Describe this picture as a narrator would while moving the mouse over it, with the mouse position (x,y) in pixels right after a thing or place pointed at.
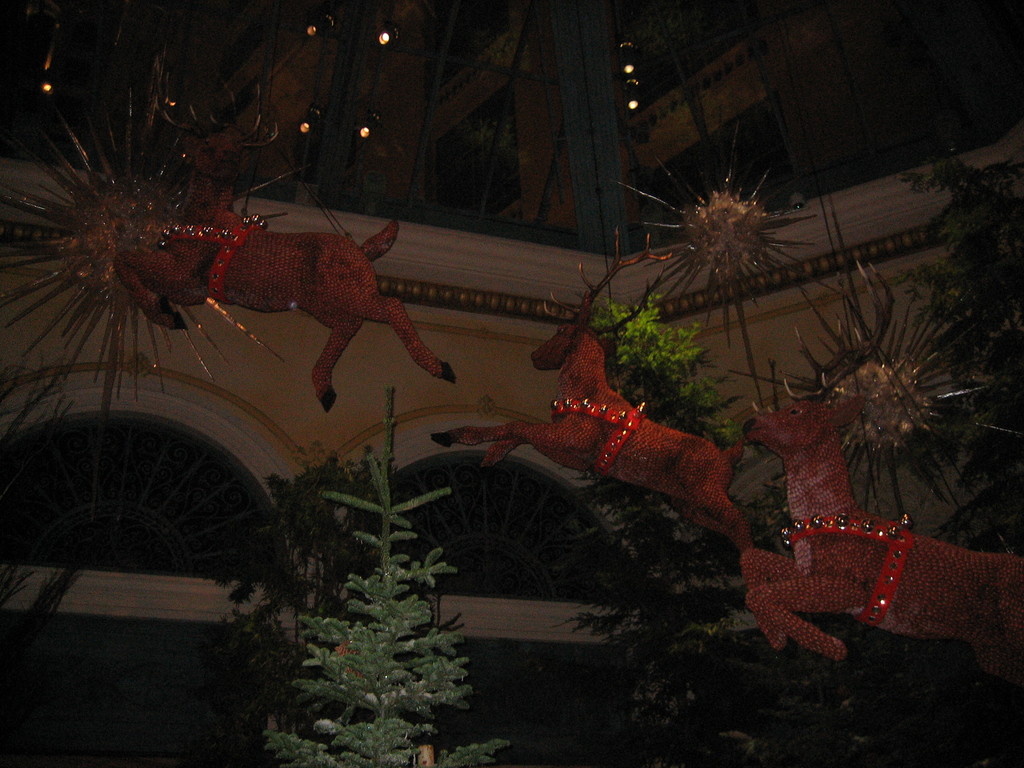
In this image we can see a building (479,534) with the windows (420,530) and also the lights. We can also see the plants (993,282) and also the depiction of animals (928,568). We can also see some other objects (890,364).
